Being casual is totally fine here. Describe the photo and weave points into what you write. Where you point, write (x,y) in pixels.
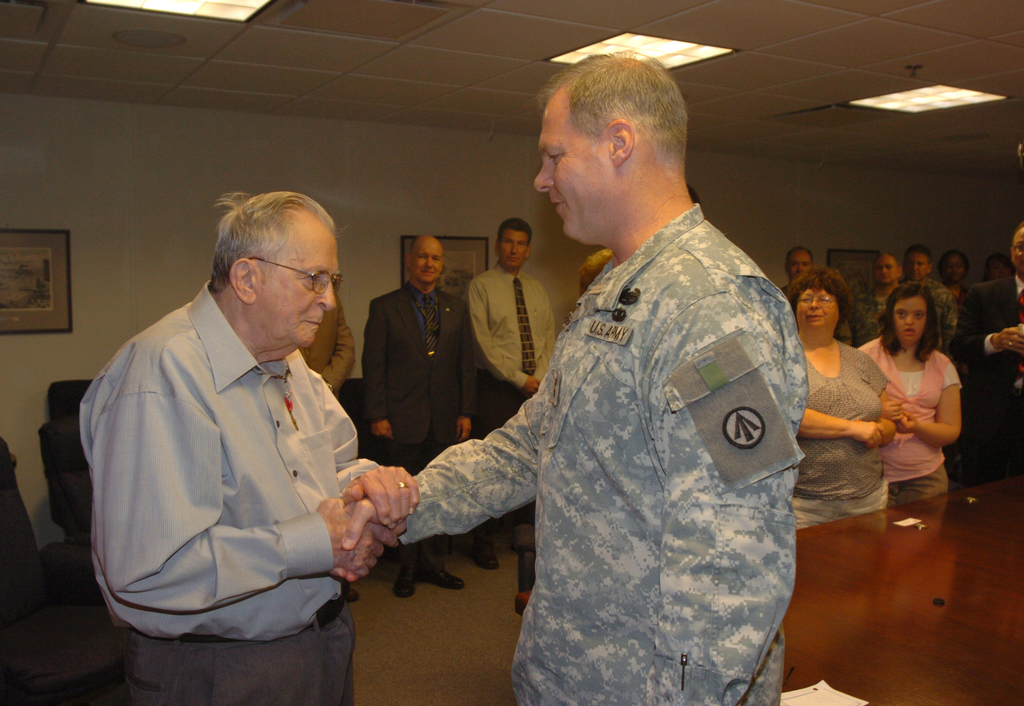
In this picture I see 2 men (796,429) who are holding their hands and I see a table (856,603) behind them. In the background (932,266) I see number of people (942,283) who are standing. In the background (545,228) I see the wall (427,210) on which there are few photo frames (31,257) and on top of this image (466,70) I see the lights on the ceiling (727,42).
